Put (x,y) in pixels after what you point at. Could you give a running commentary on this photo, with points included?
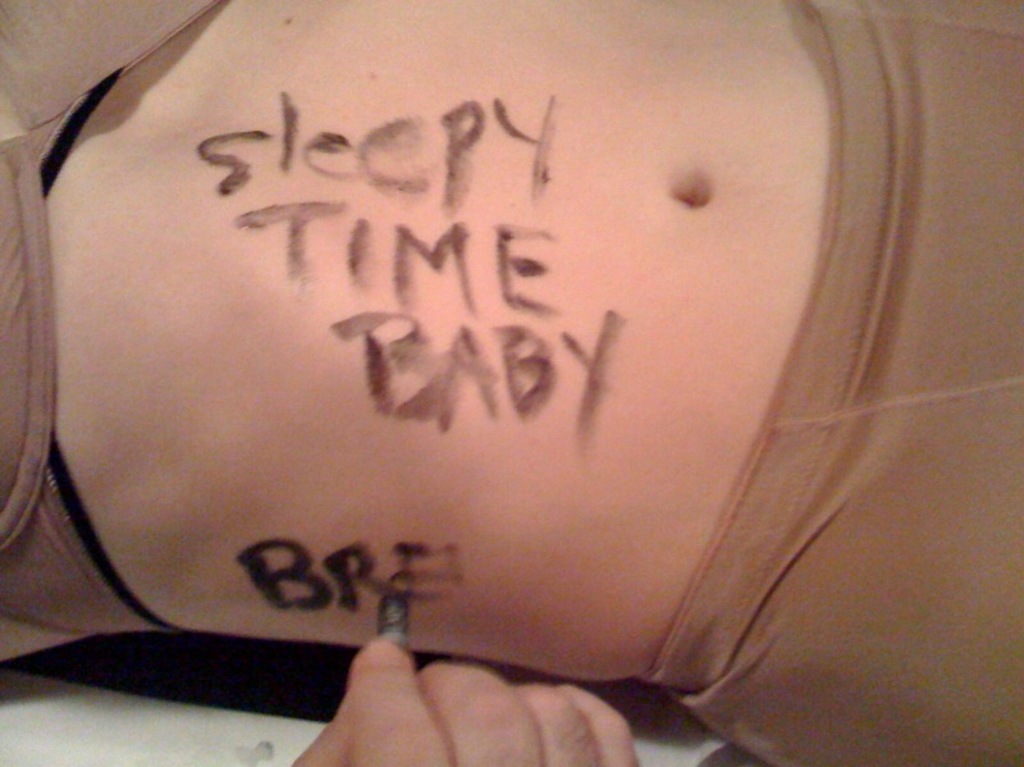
We can see a woman's stomach (330,210). On that something is written. Also we can see a person's hand (481,725) and is writing something on the stomach (374,594).
